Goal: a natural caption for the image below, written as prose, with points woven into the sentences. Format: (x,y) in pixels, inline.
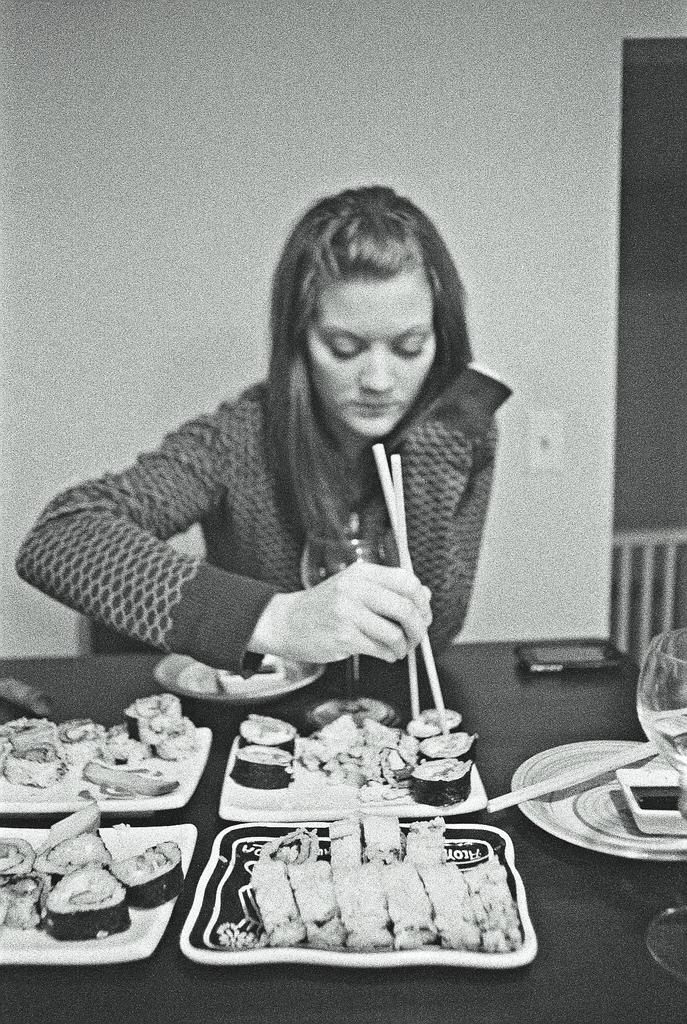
This is a black and white image. There is a table (421,687) and a girl (241,643). she is sitting on chair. On the table (66,982) there is a plate (590,825), chopsticks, eatables (370,855), mobile phone (589,659), glass (661,705). She is eating with chopsticks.
